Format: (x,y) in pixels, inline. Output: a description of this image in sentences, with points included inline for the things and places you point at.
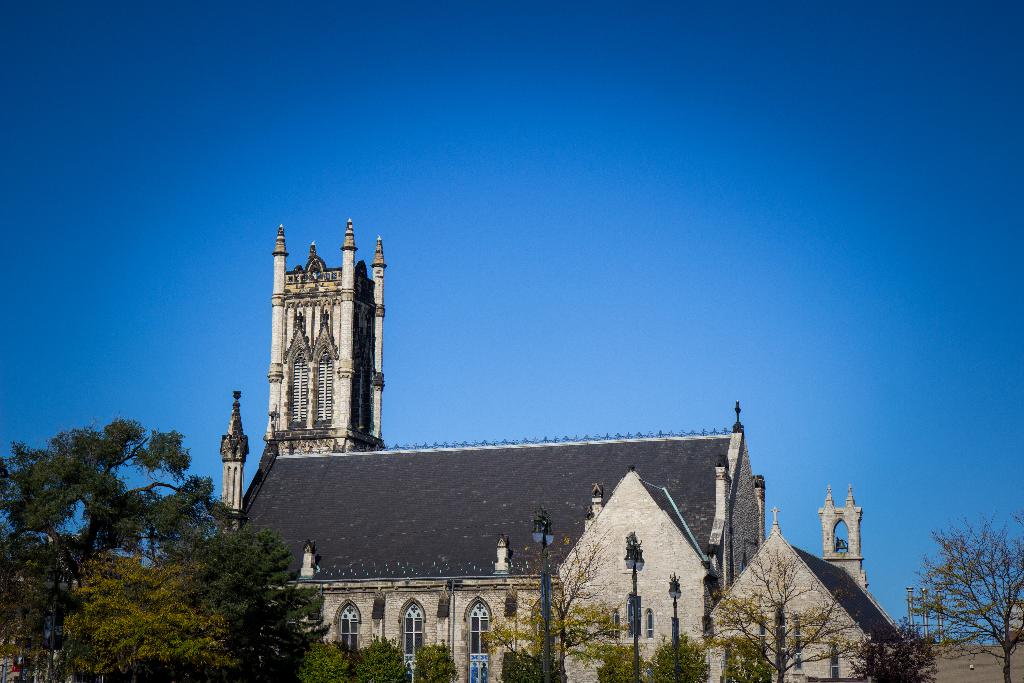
In this image, we can see a building (772,569) and there are towers (335,384), trees (22,565) and we can see light poles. At the top (609,100), there is sky (650,178).
